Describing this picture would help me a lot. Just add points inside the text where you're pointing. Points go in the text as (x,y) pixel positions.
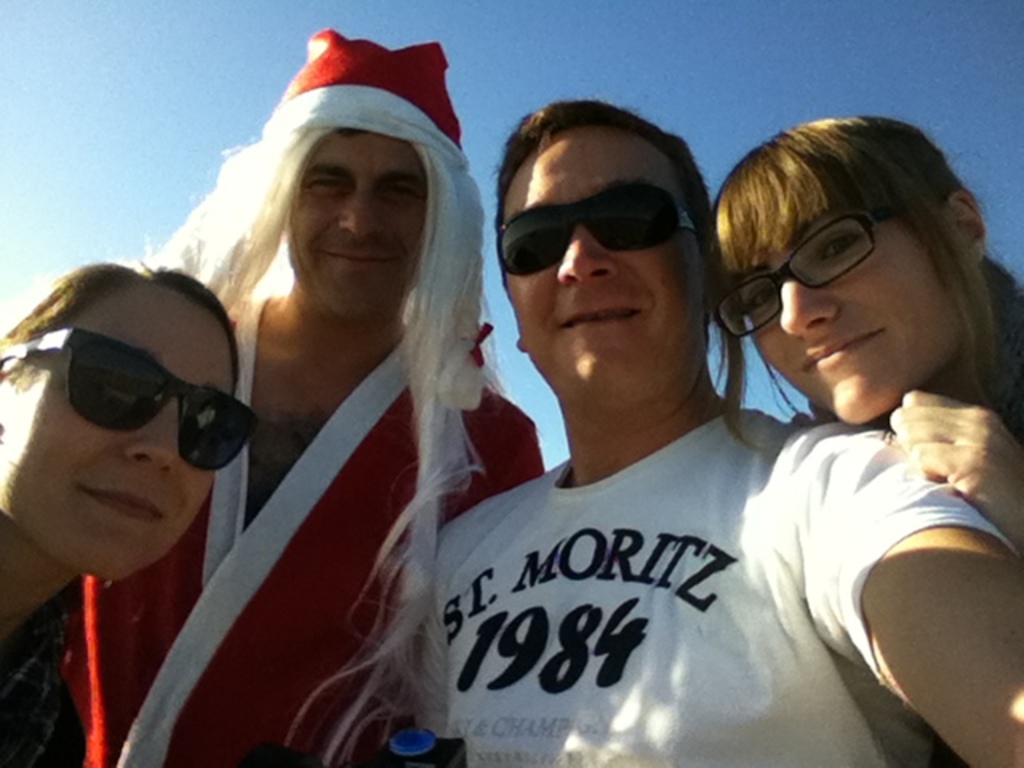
On the left side (53,342), there is a person (164,434) wearing sunglasses (191,446) near a person (368,145) who is in red color dress (355,460) standing and smiling. On the right side (914,160), there is a woman (862,140) wearing spectacle (760,294) and placing a hand (1000,446) on the shoulder (868,490) of a person (529,146) who is in white color t-shirt (592,551) and is smiling.
